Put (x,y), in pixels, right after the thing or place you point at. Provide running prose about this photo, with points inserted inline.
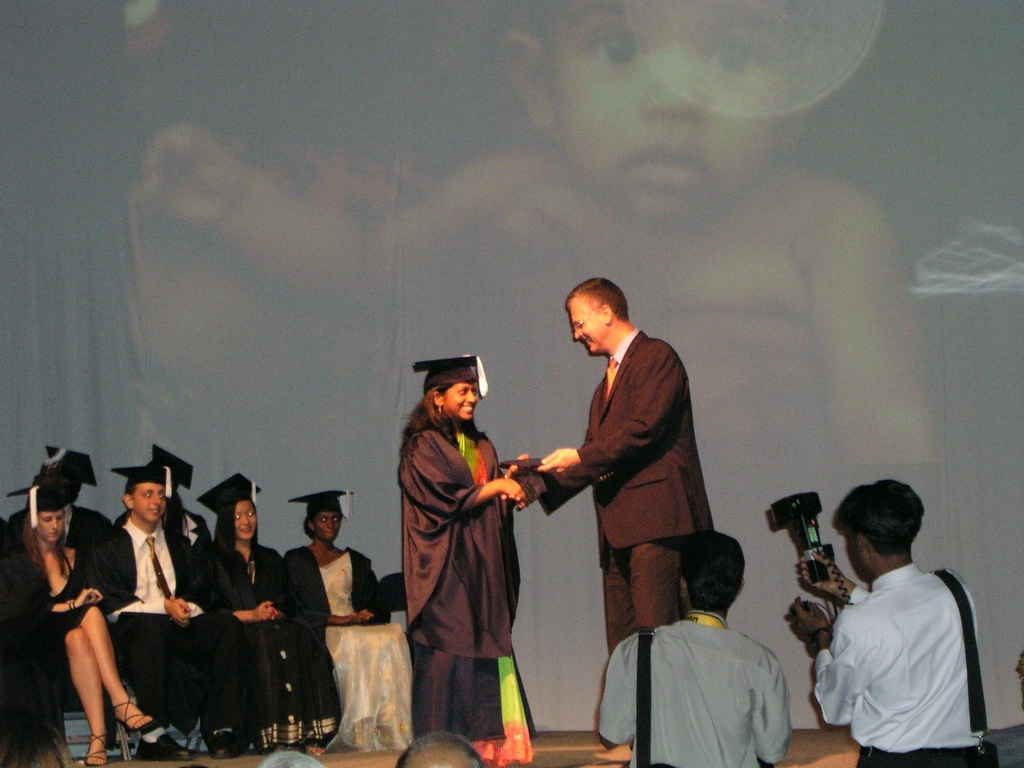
In the middle of the image (644,404) there is a woman (470,514) and a man (617,455) are standing on the stage (560,739), shaking their hands (508,487) and smiling by looking at each other. At the bottom (664,717) there are few people (769,716) facing towards the back side (668,709). Two men (730,664) are standing. One man (816,556) is holding a camera (798,527) in the hand (835,584). On the left side (170,624) there are few people (218,585) sitting and smiling by looking at these people (602,497). In the background (455,196) there is a screen (400,223) on which I can see an image (509,201) of a baby (728,230).
